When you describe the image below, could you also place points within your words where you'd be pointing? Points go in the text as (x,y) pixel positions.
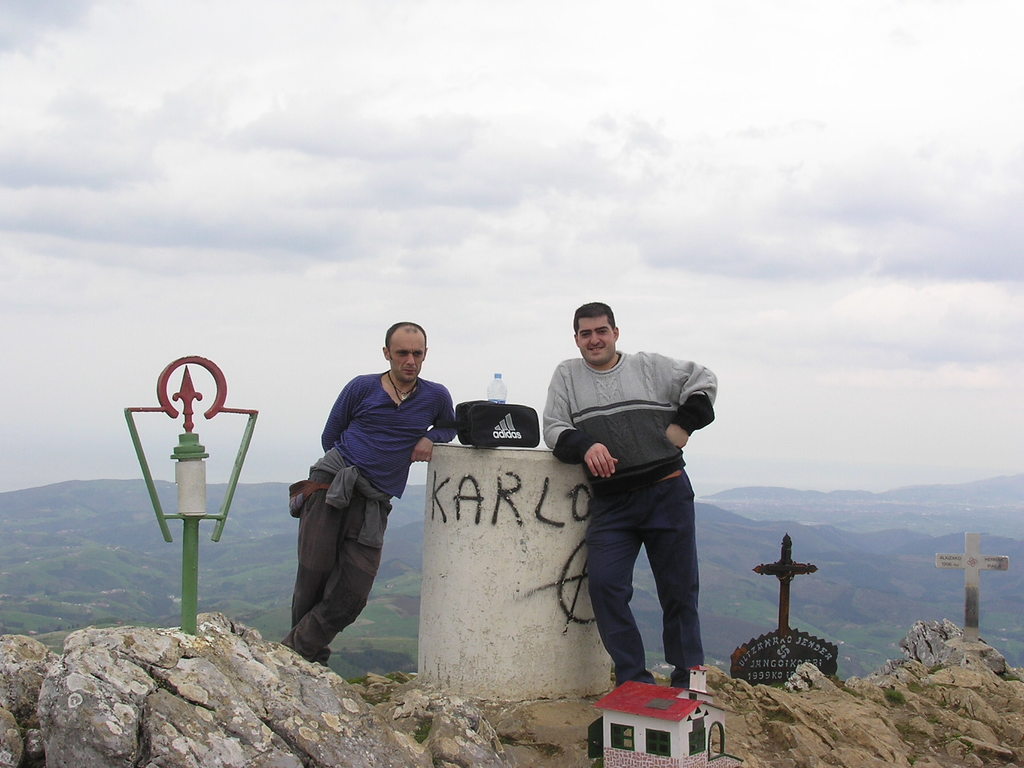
As we can see in the image there is a toy house (609,726), rocks (988,685), two people (355,605) standing in the front (324,641), hills (92,593), trees (350,666), sky (806,483) and clouds (422,84).
